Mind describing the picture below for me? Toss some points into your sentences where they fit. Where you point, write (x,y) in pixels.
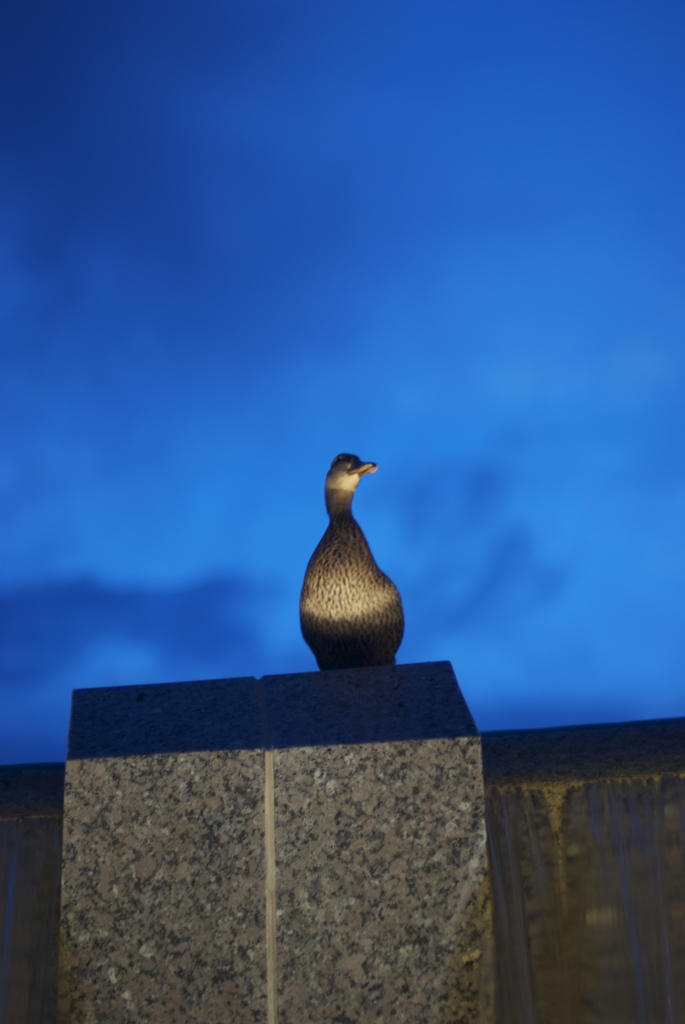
In this image, we can see a bird (352,594) is on the pillar (345,709). Background (578,560) we can see blue color.
